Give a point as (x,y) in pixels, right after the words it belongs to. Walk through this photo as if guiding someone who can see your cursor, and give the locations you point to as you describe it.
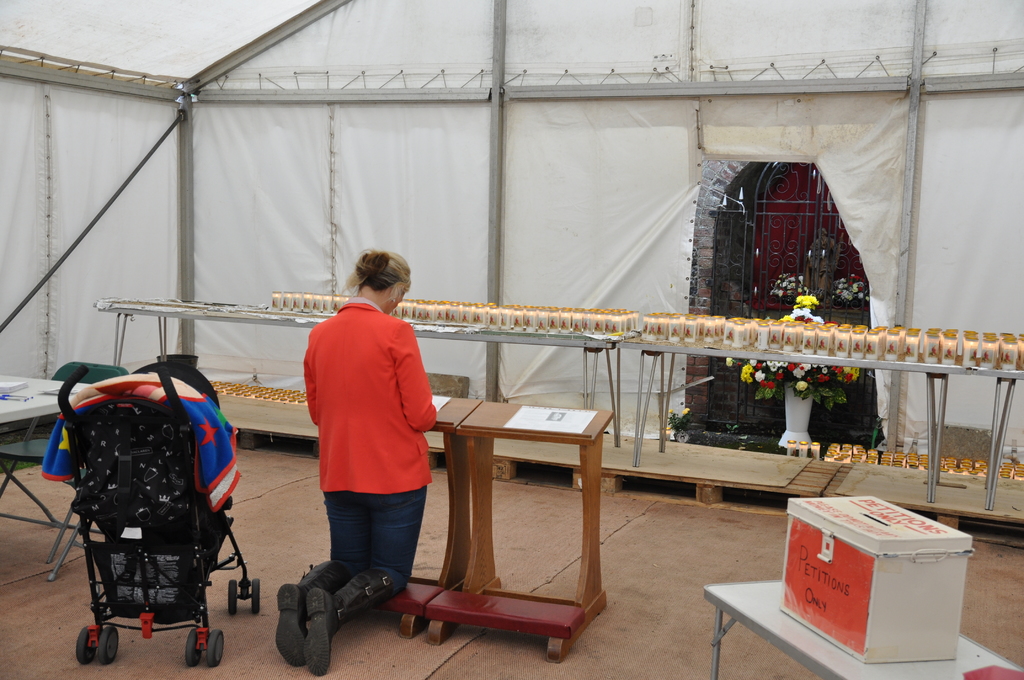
In the image we can see there is a woman (361,444) who is kneeling down on the kneeler (411,584) and beside her there is a buggy (164,473) and in front of the woman (404,324) there is a table (991,371) on which there are candles (860,346) kept in a glass (766,341).
